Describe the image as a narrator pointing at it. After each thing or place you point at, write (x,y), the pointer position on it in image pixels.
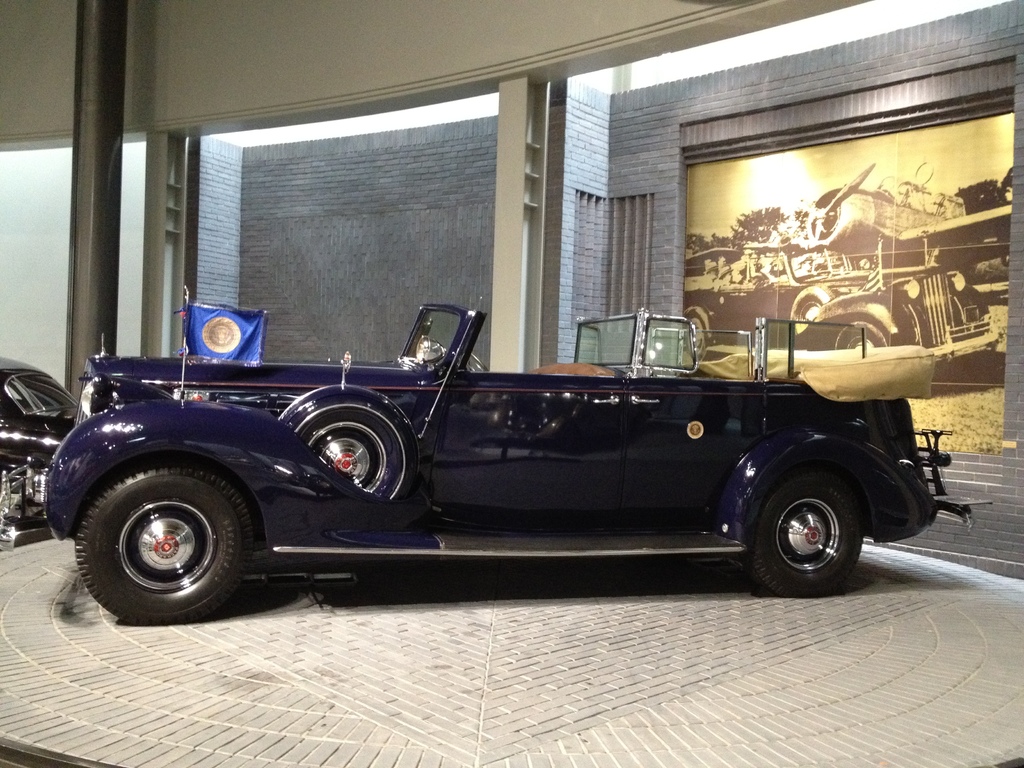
In the image in the center (534,492) we can see one dark blue color car (399,463). In the background (545,146) we can see wall (213,217), pillars (112,132), screen (691,286), flag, black color car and few other objects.
